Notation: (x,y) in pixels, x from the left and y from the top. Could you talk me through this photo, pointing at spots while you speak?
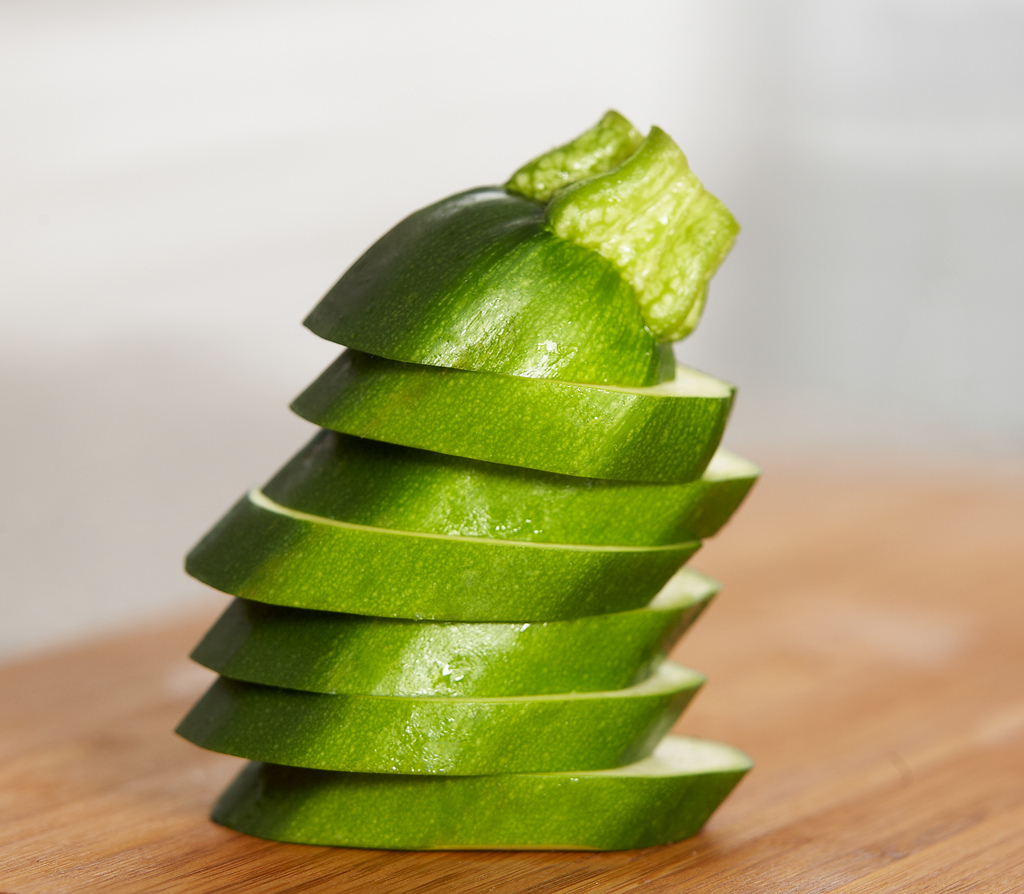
In this picture I can see there are few zucchini slices (475,562) placed on the wooden surface (832,577) and the backdrop of the image (929,103) is blurred.
